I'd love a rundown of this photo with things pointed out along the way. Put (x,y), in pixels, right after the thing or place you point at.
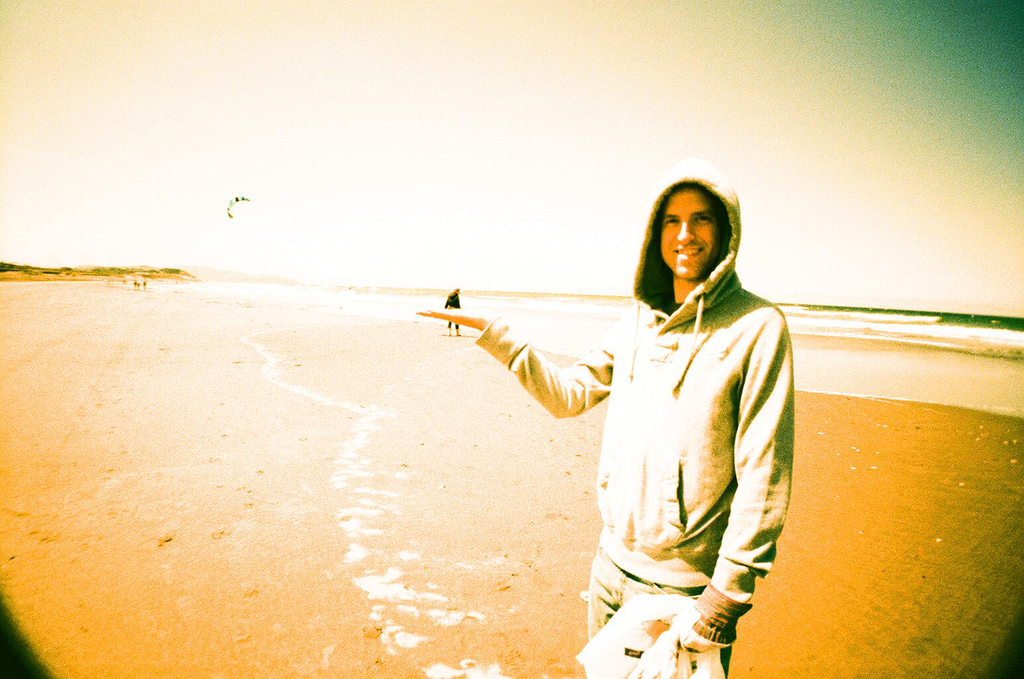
This image consists of a man (625,532) standing near the beach (369,574). At the bottom (227,573), there is sand (387,503). In the background (464,299), there are waves (961,316) in the water (210,288). At the top (150,111), there is a sky (169,172).
